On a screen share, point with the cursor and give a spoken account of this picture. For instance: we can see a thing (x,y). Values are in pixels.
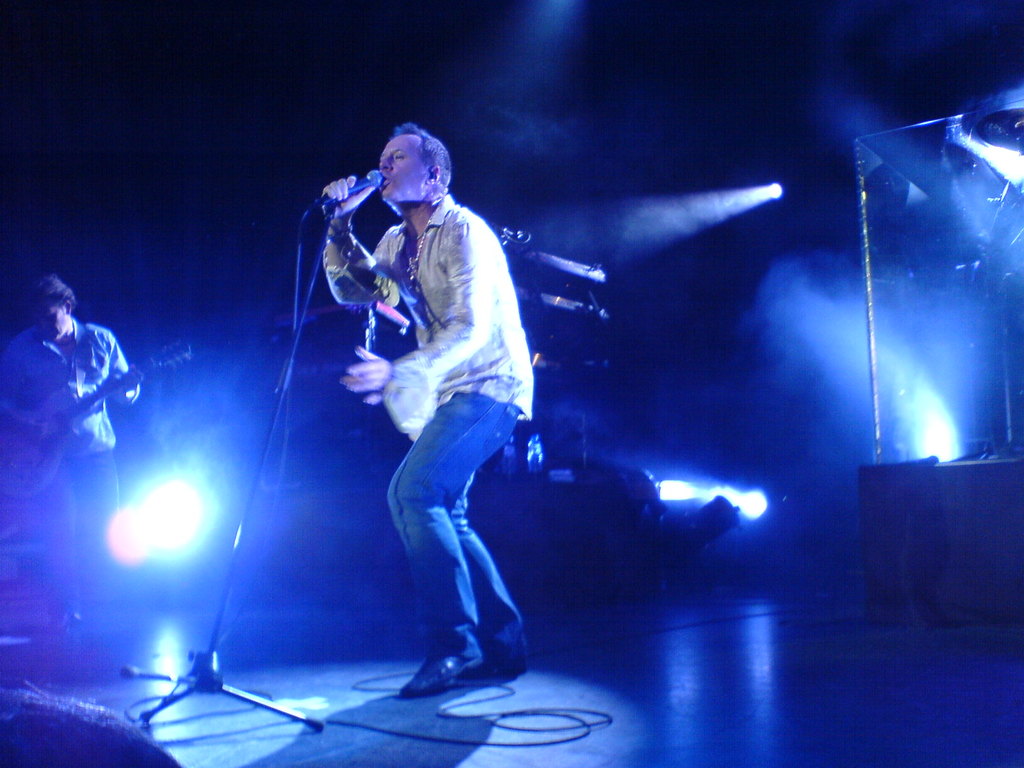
The picture is taken on the stage (602,608) where one person (440,545) is standing and singing in front of microphone (362,186) and at the left corner (26,433) one person (69,334) is standing and playing a guitar (156,367) and behind them there is smoke (958,401) and lights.
